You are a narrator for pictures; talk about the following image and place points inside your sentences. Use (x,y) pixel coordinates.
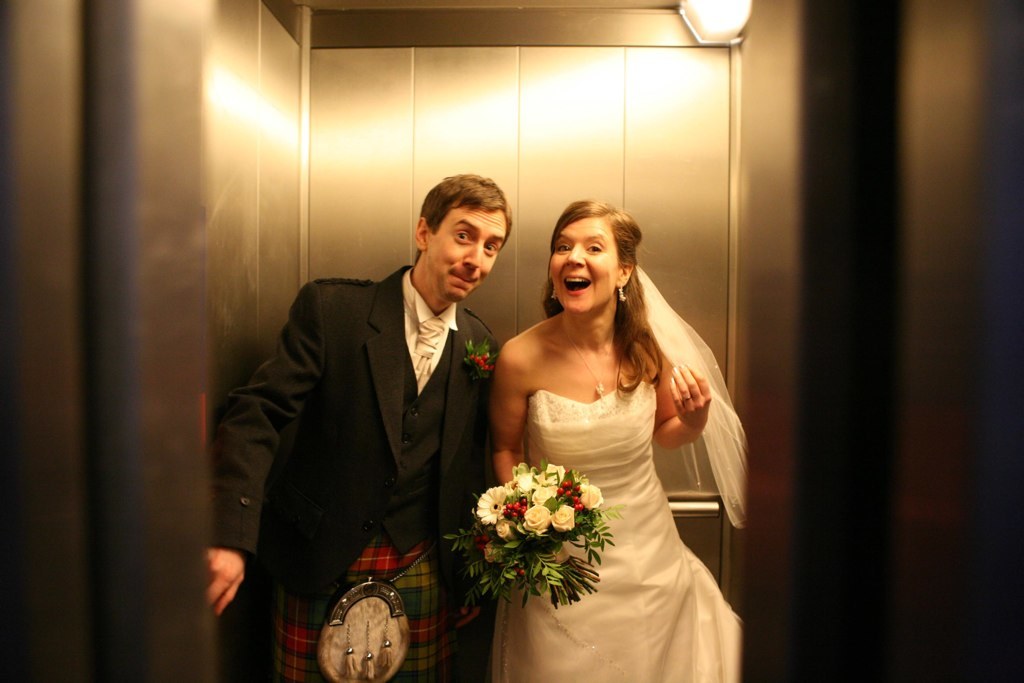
In this image we can see a man (395,604) standing. We can also see a woman (555,406) holding the bouquet (568,508) and standing. In the background (711,10) we can see the walls (537,149) and also an object (723,18).
